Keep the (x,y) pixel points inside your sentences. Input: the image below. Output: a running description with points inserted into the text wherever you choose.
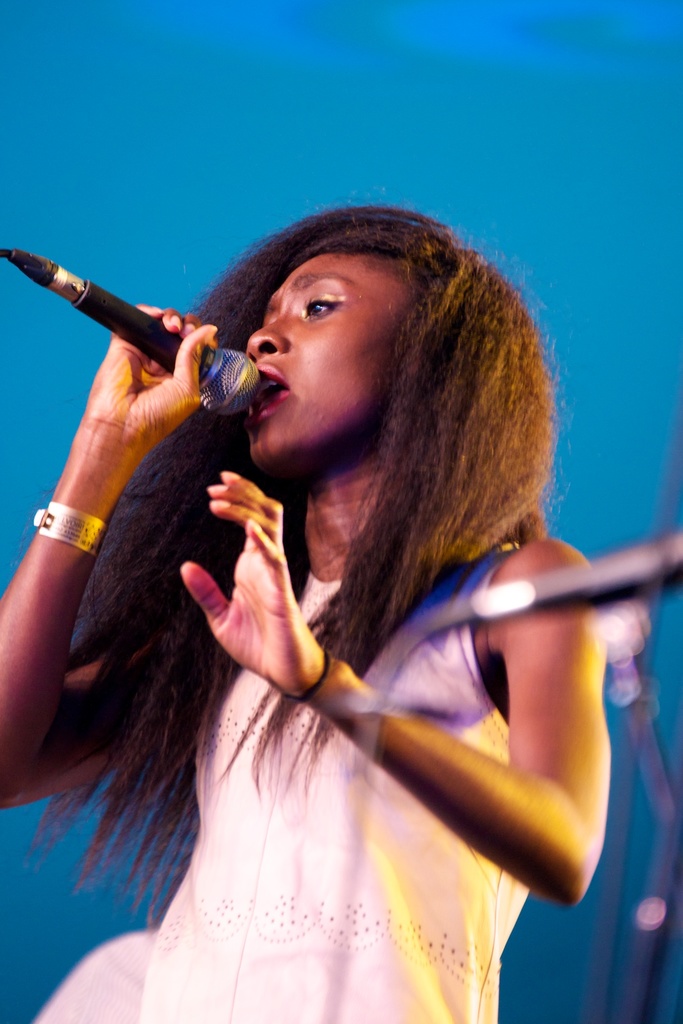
In the picture we can find a woman (314,558) is singing a song in the microphone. She is having a straight hair (105,617). In the background (373,148) we can find blue wall (364,148).
